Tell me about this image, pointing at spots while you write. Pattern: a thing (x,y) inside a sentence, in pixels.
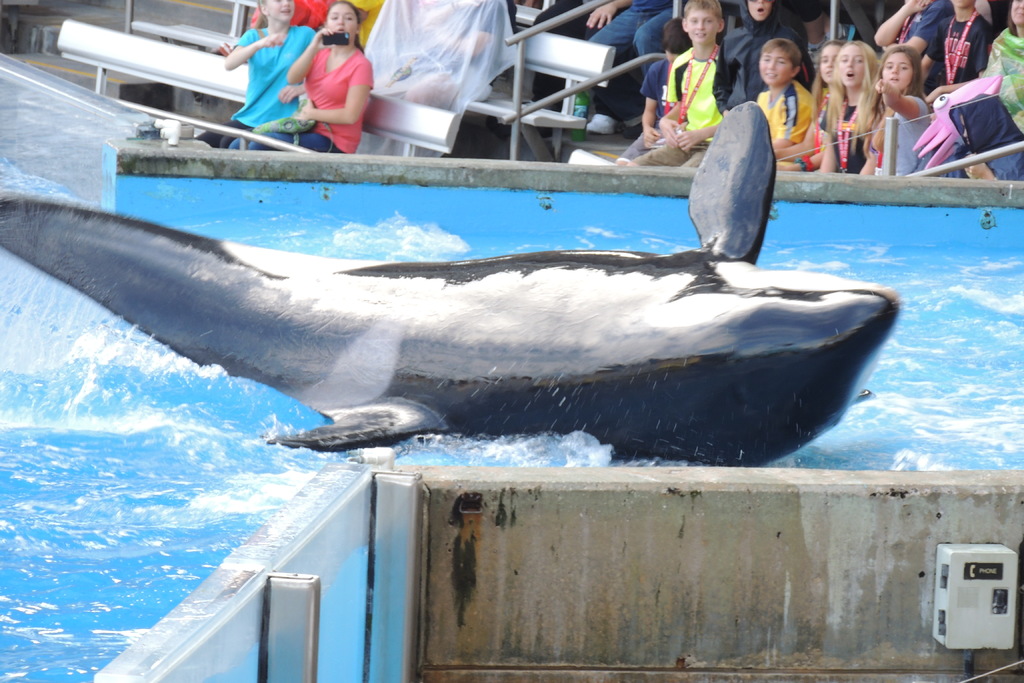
In this picture I can see there is a dolphin (399,357) in the water (962,317) and there are few people (717,96) sitting on the benches (605,67) in the backdrop (350,55) and the woman (332,64) at left (333,49) is holding a mobile (345,40) and clicking pictures. There are few kids (814,155) sitting at the right side (853,75).
